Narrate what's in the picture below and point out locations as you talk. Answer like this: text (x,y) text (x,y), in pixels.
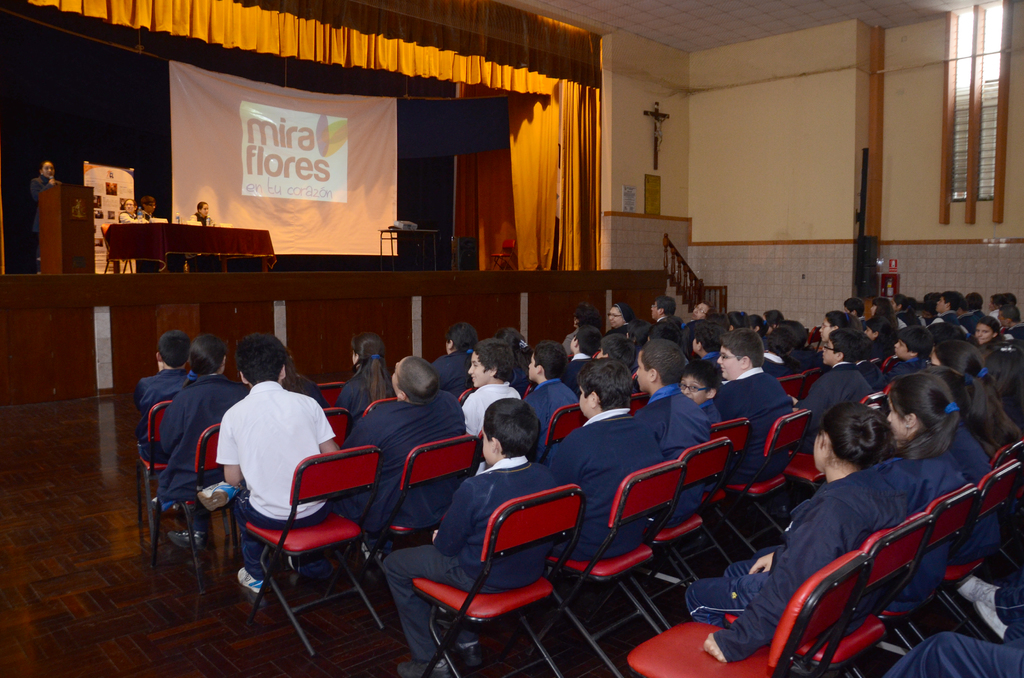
This image is taken indoors. At the bottom of the image (123,599) there is a floor (128,574). In the background (502,191) there is a wall (615,201) and there are a few curtains (536,106). There is a dais (347,281) and there is a table (171,243) with a table cloth (193,237) and a few things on it. There is a poster (116,193) with a text (128,200) on it and there is a projector screen (349,182). A few people (205,216) are sitting on the chairs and a man (42,181) is standing on the dais (58,282) and there is a podium (67,231). On the right side of the image (900,324) many children (489,442) are sitting on the chairs (302,468).
